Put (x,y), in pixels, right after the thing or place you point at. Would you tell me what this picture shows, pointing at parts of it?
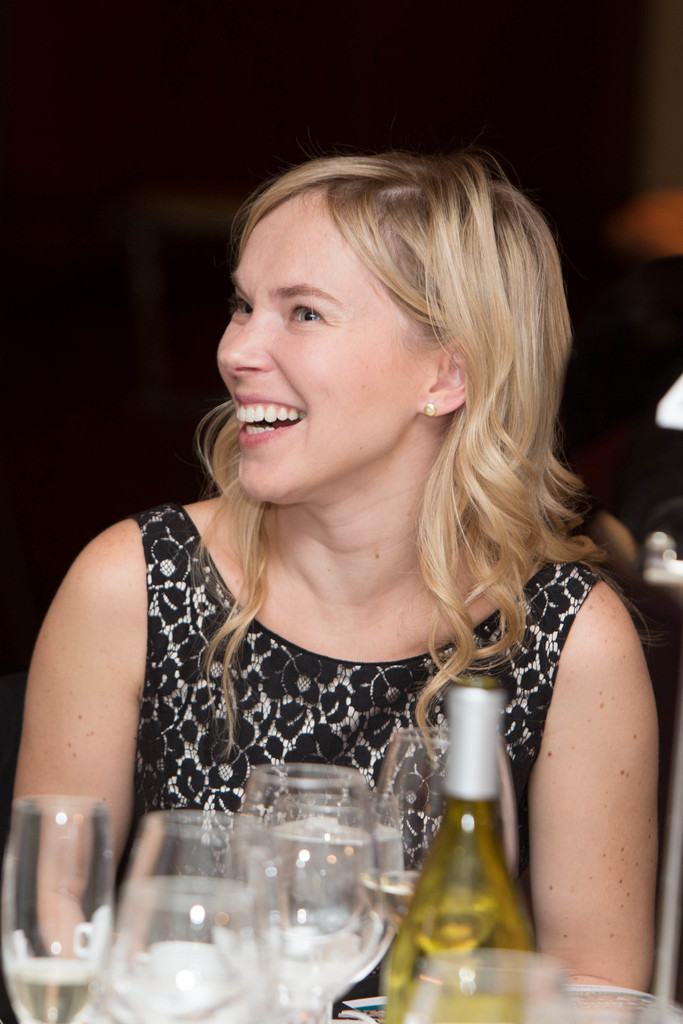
This person (306,595) sitting and smiling and wear black color dress (310,740). We can see glasses (381,877) and bottle (450,879).
